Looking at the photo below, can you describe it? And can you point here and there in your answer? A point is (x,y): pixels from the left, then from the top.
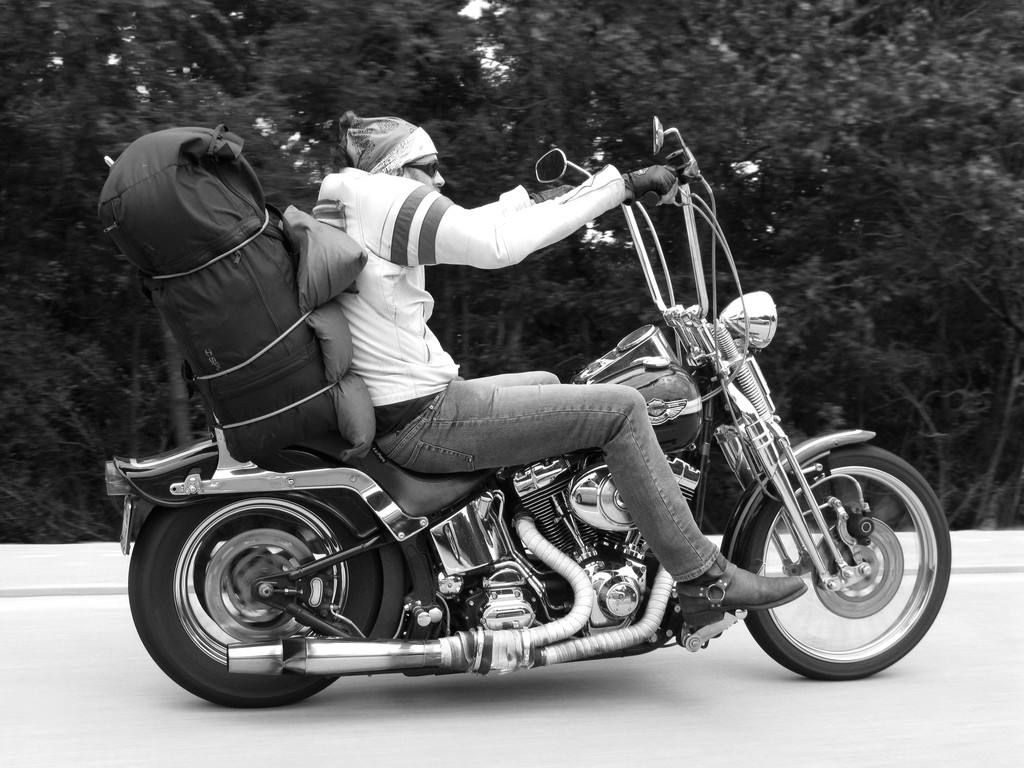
It is a black and white image of a person (504,381) who is riding a bike (663,349), he is wearing a backpack (221,405) behind him, in the background (517,98) there are lot of trees (461,158).
